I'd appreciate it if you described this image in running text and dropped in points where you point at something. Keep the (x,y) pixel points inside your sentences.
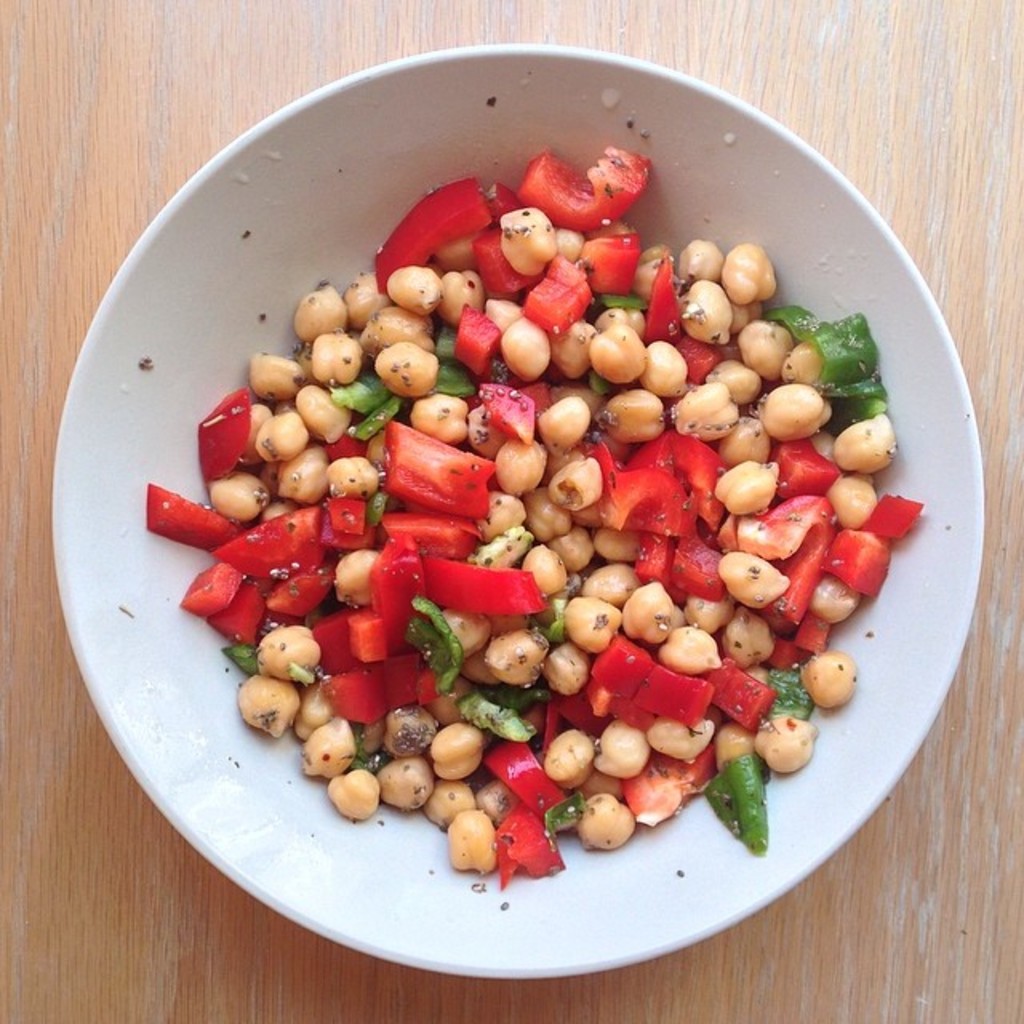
In this image, we can see a white color bowl (825,196) and there is some food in the bowl (796,298), the bowl (527,161) is on a wooden object (60,48).
